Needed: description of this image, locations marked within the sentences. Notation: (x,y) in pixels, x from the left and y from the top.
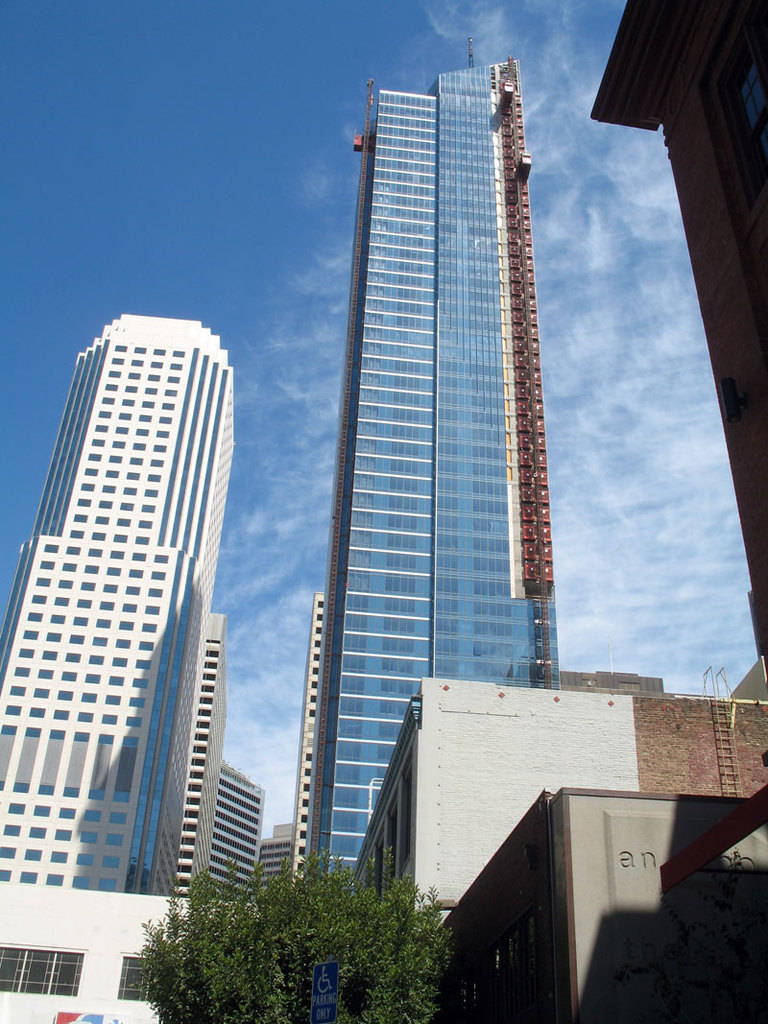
At the bottom of the picture (291,868), we see the tree (388,996). Behind that, there are buildings (481,707), which are in white, blue and grey color. In the background (698,683), we see the sky (162,140), which is blue in color.
